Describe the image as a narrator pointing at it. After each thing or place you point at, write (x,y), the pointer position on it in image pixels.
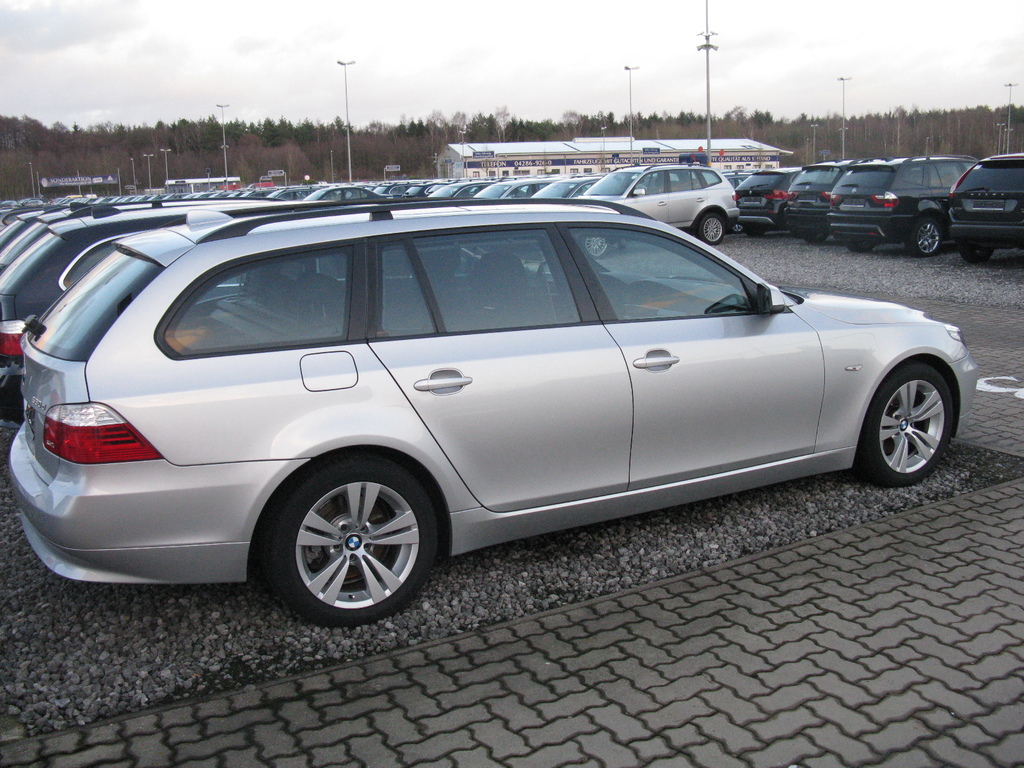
In this image, we can see some vehicles (680,239), poles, trees (341,138). We can see the ground (545,555) with some stones (511,574) and objects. We can see a house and some boards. We can also see the sky (472,44).
